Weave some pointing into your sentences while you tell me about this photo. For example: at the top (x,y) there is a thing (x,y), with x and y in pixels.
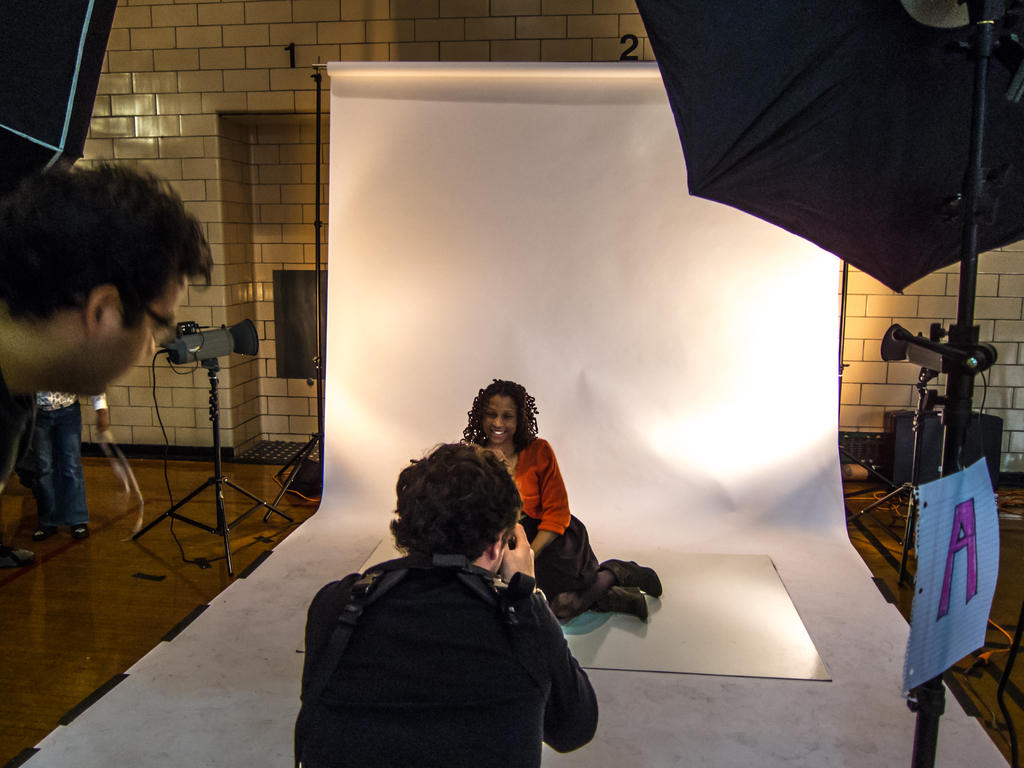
In this image we can see a woman (498,444) sitting and giving a pose for a photo and we can also see the camera mans (481,509). We can also see camera stands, lights (768,194) and white banner (559,248).
